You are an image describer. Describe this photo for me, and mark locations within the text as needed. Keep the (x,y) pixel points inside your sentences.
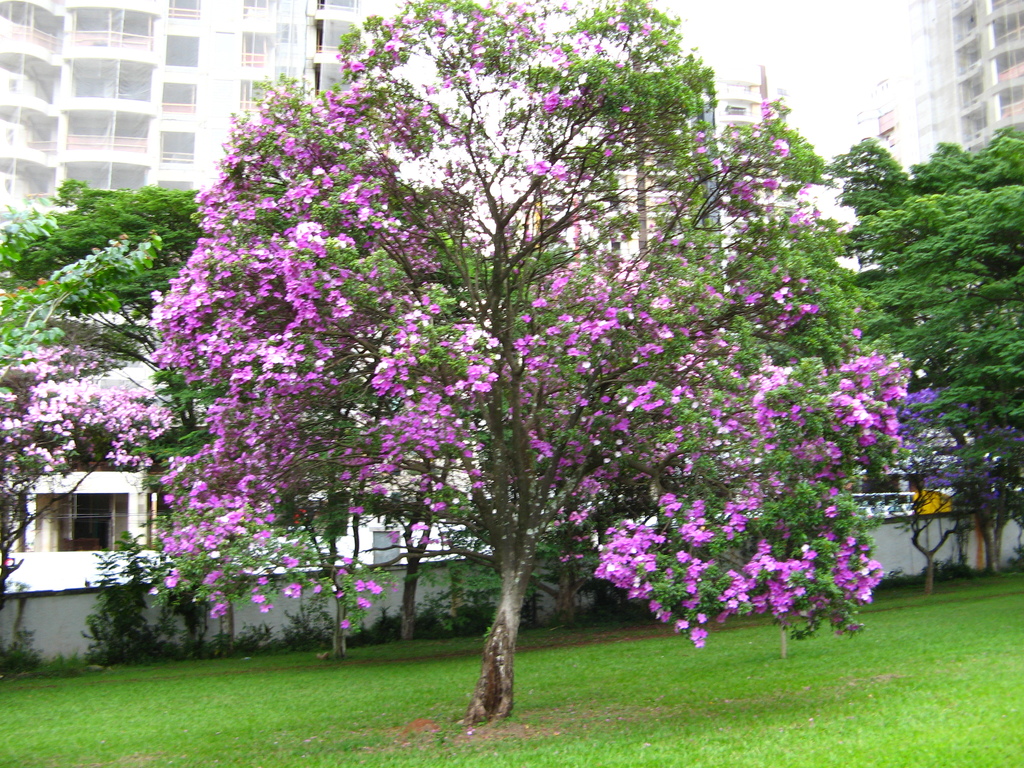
In this picture I see the grass (595,749) in front (653,739) and I see number of trees (692,312) and I see flowers (70,426) which are of pink in color and in the background (373,558) I see the wall (973,559) and behind the wall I see number of buildings (1005,116).
